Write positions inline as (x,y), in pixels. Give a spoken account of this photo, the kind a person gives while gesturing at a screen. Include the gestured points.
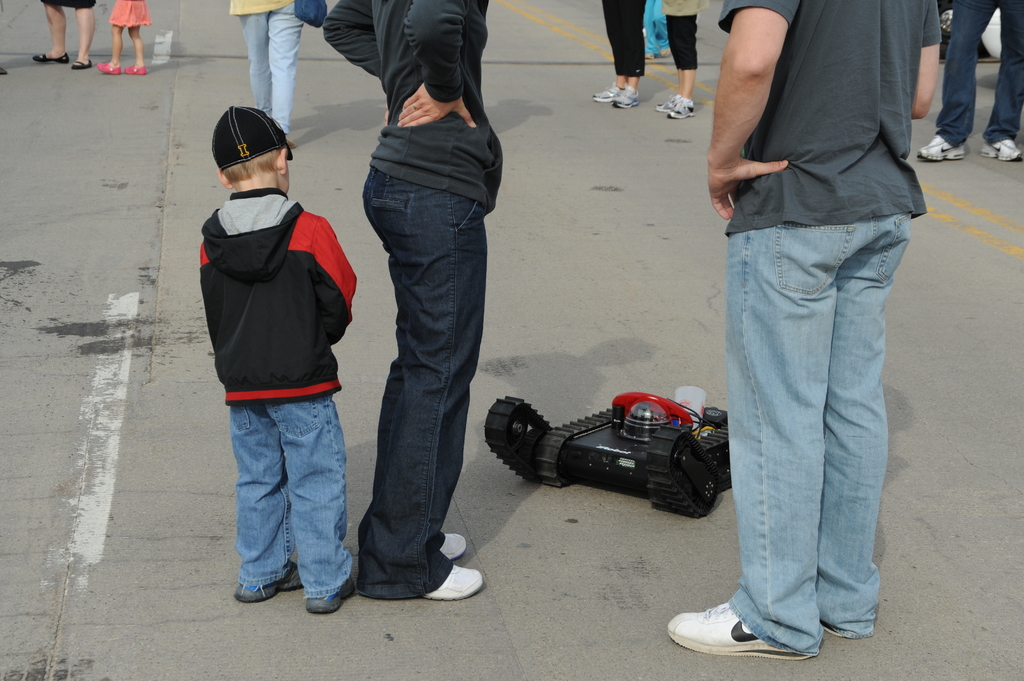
In this picture there are people (467,268) and we can see a toy vehicle (536,408) on the road (562,576).
